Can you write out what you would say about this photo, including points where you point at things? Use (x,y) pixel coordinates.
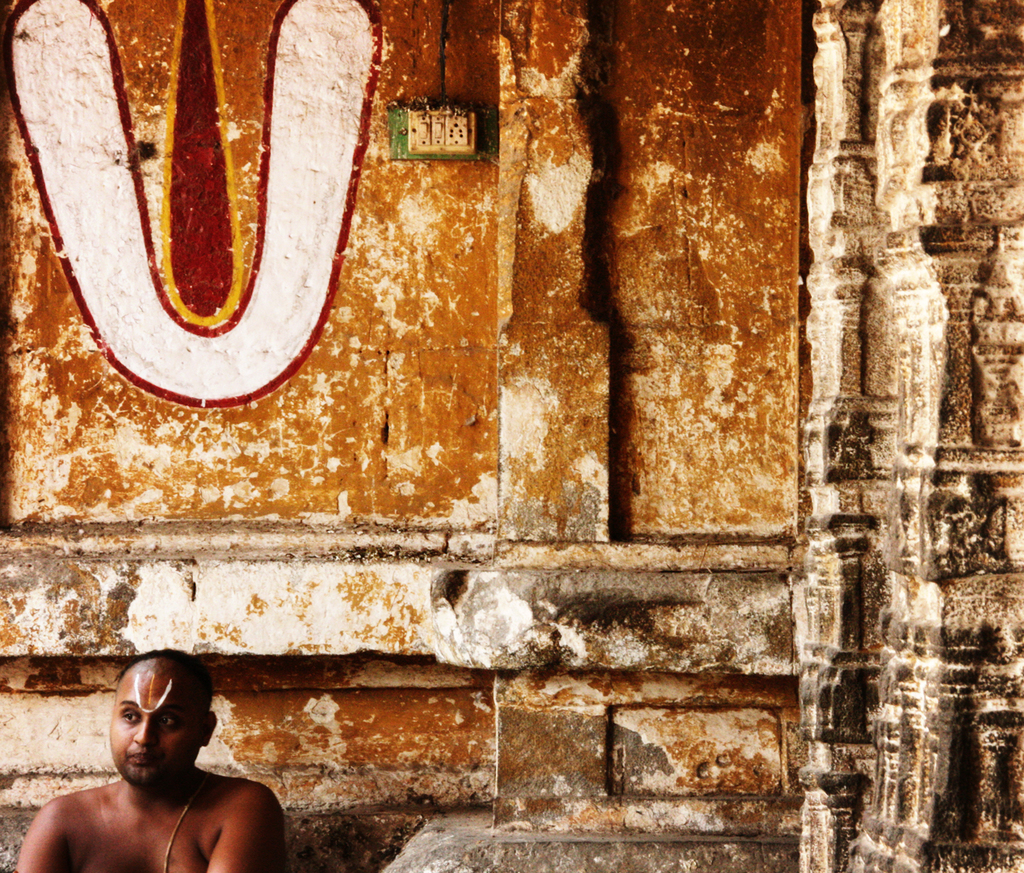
On the left side (242,868) a man (275,814) is there, here there is a painting (63,8) on the wall (512,325) and also a switch board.
